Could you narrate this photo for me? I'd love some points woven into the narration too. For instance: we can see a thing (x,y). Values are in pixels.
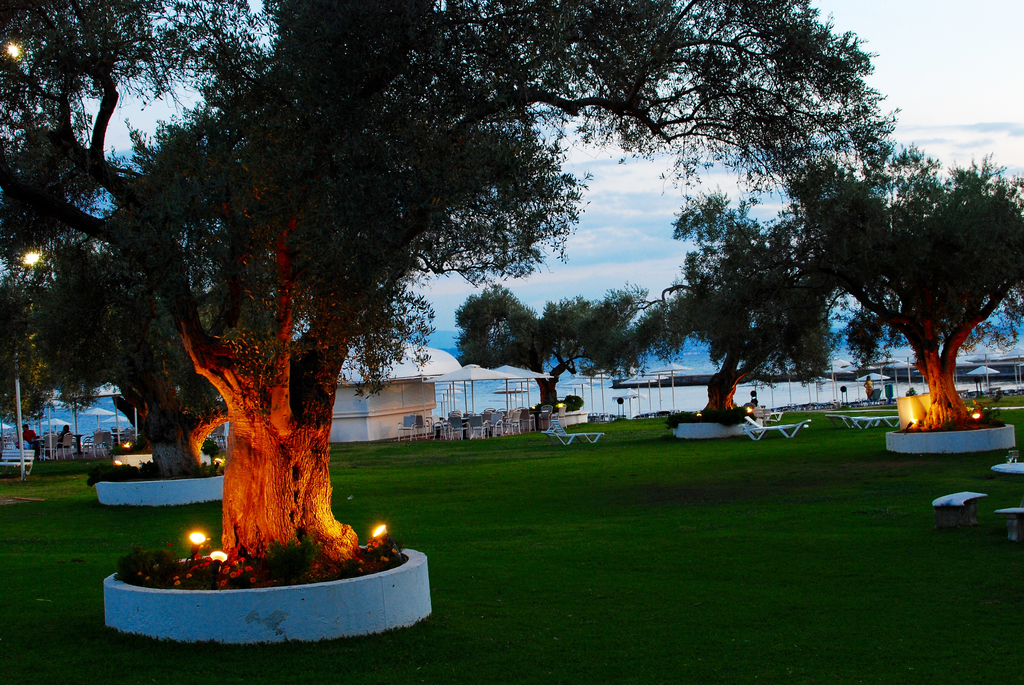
In this image we can see few trees (463,348), lights (379,536) under the trees (254,553), there are few tents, bench (958,525), few objects (796,426) on the ground (8,482), a shed (381,409), there is water (808,385) and the sky (648,212) with clouds (622,190) in the background (651,300).
